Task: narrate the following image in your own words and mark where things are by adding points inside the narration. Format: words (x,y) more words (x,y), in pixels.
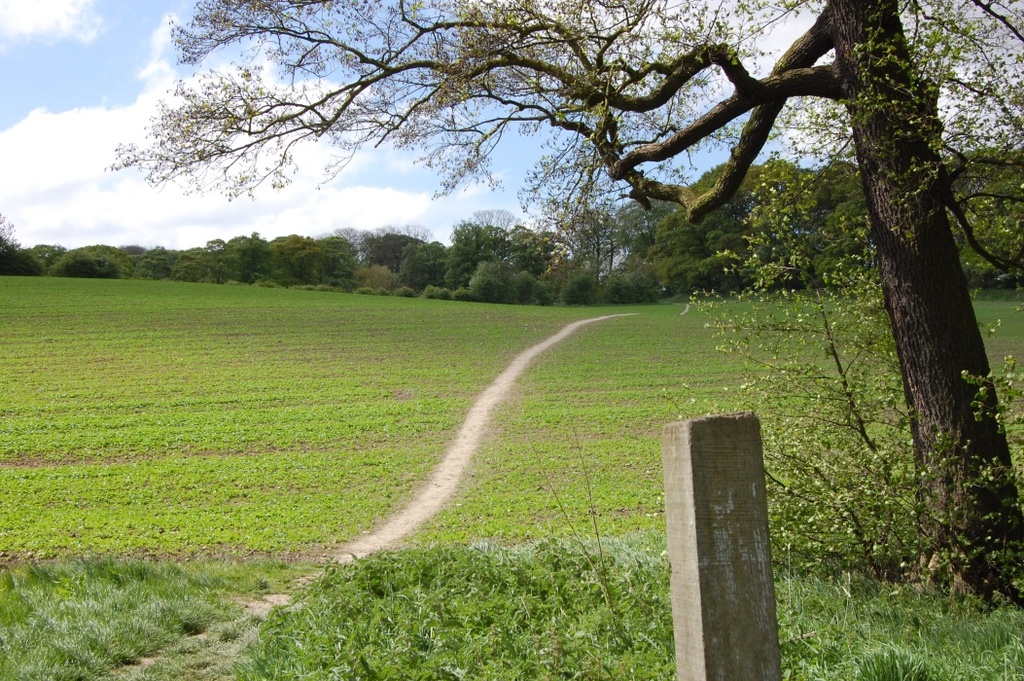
In this picture we can see grass (353,474), tree (808,85) and wooden object (663,437). In the background of the image (413,239) we can see trees (516,246) and sky (320,230) with clouds (367,206).
